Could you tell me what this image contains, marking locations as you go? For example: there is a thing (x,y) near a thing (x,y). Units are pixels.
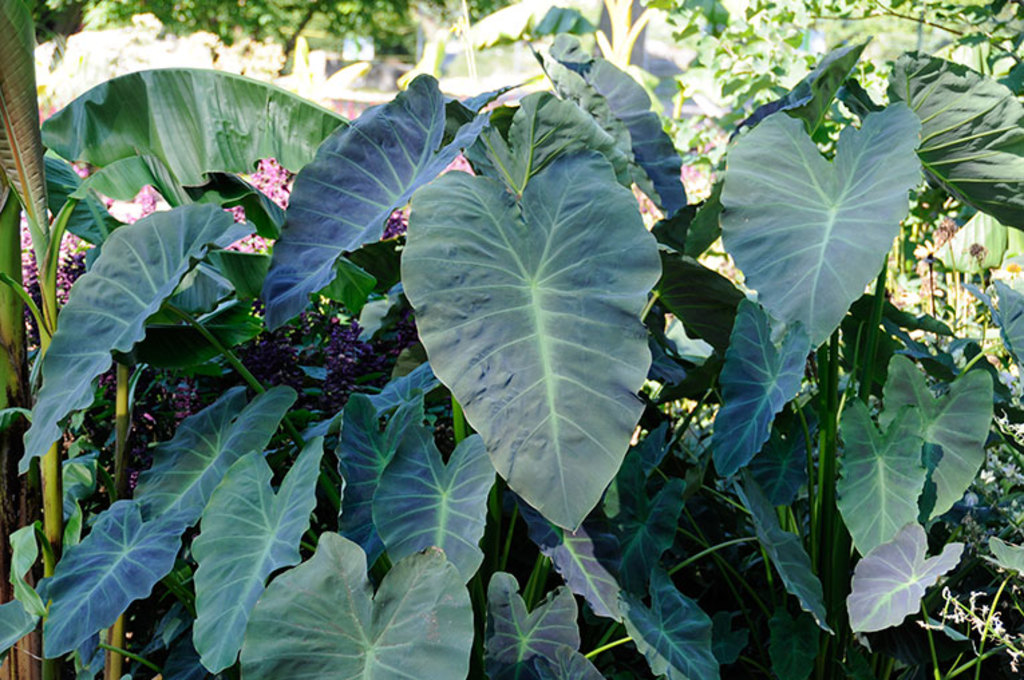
In this image there are many plants (446,415).
